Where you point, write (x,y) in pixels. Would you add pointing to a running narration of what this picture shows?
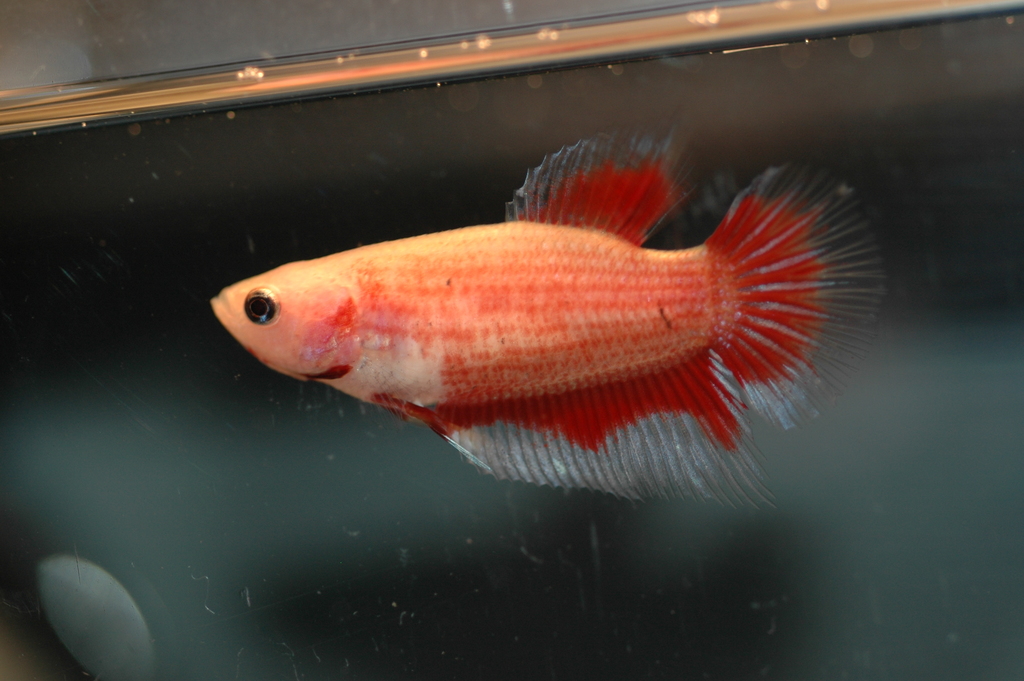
In this image we can see a fish (541,259) in the aquarium (350,131) who is in orange color.
